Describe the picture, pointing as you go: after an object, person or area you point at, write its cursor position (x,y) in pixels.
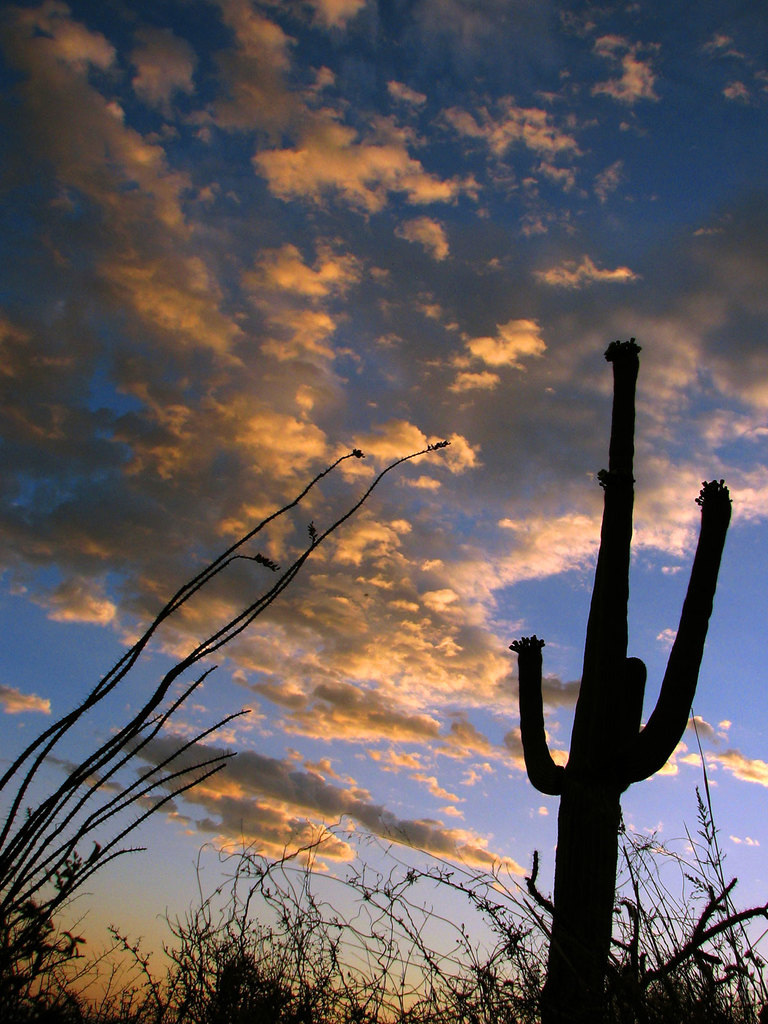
In this picture there are few plants (412,938) and the sky (342,393) is a bit cloudy.
